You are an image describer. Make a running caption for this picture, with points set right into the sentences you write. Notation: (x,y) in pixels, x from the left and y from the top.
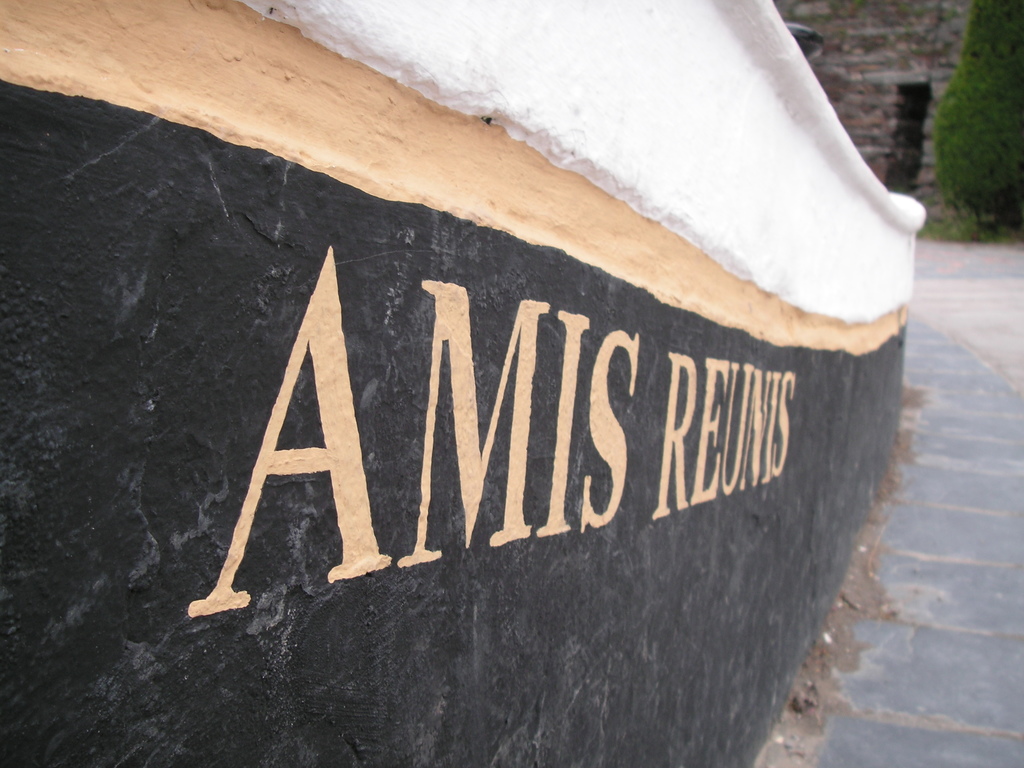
In this image we can see walls (902,224) and floor (941,491). On the wall (644,587) we can see something is written on it. In the background (1000,17) there is a tree (985,211).
